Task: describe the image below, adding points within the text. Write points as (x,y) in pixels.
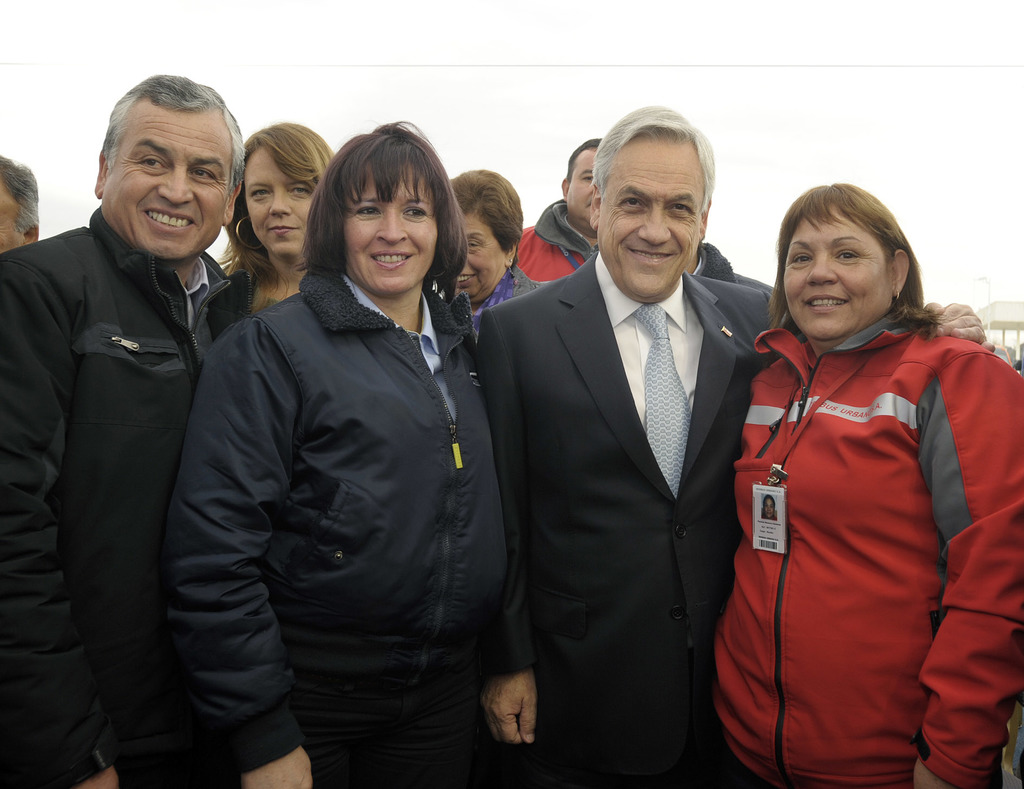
In this picture we can see some people (441,437) standing and smiling, this man (660,521) wore a suit (658,541), there is the sky (798,85) at the top of the picture (809,87).
